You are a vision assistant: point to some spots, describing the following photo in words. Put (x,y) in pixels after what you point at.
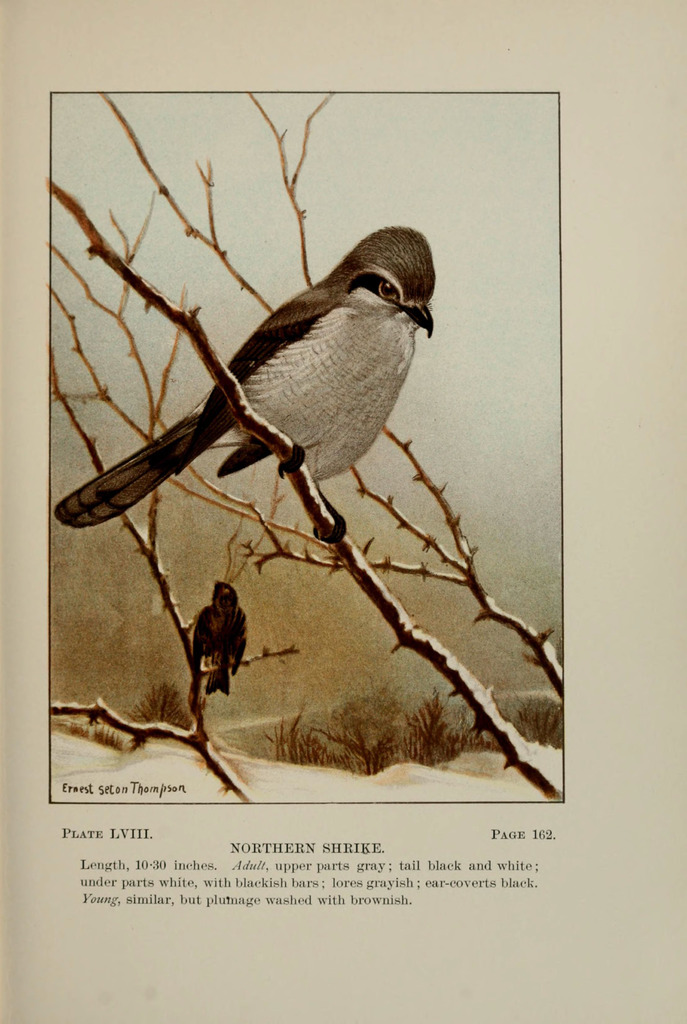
In this picture there is a painting (207,530) of a bird (301,316). There are two birds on the tree (363,580). At the bottom (545,724) there are plants (364,748). At the bottom of the image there is a text (354,896).
